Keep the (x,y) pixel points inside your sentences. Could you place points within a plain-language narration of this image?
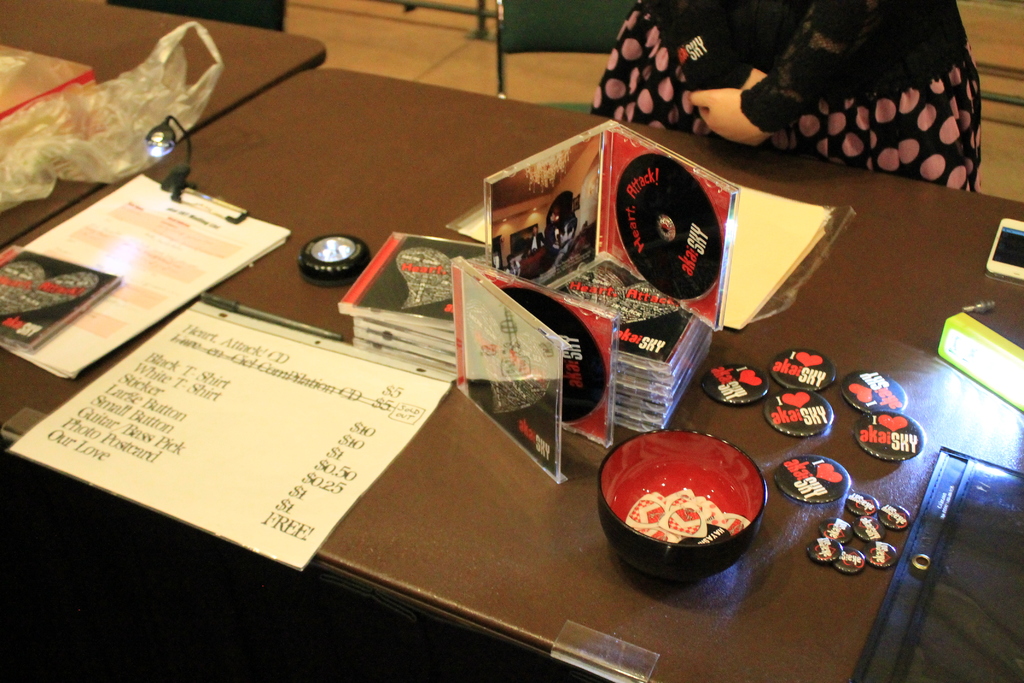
There is a table (495,515) in which there are CD cases (705,299) in bundle and badges (733,382) and a cup (727,466) with guitar picks (709,508) in it. And some papers (188,347) on table (349,559).
